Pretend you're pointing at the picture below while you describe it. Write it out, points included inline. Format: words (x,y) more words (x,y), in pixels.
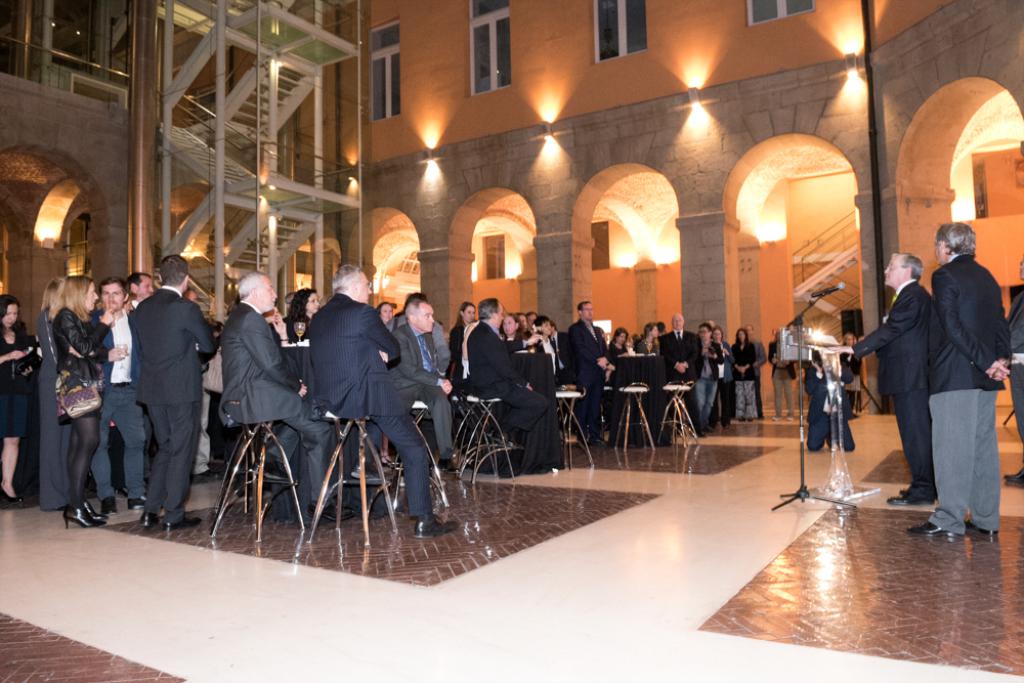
This picture describes about group of people (312,458), few are seated on the chairs (363,433) and few are standing, on the right side of the image (840,431) we can see a podium (840,462) and a microphone (817,292), in the background (764,230) we can find few lights (543,118) and metal rods (245,170).
